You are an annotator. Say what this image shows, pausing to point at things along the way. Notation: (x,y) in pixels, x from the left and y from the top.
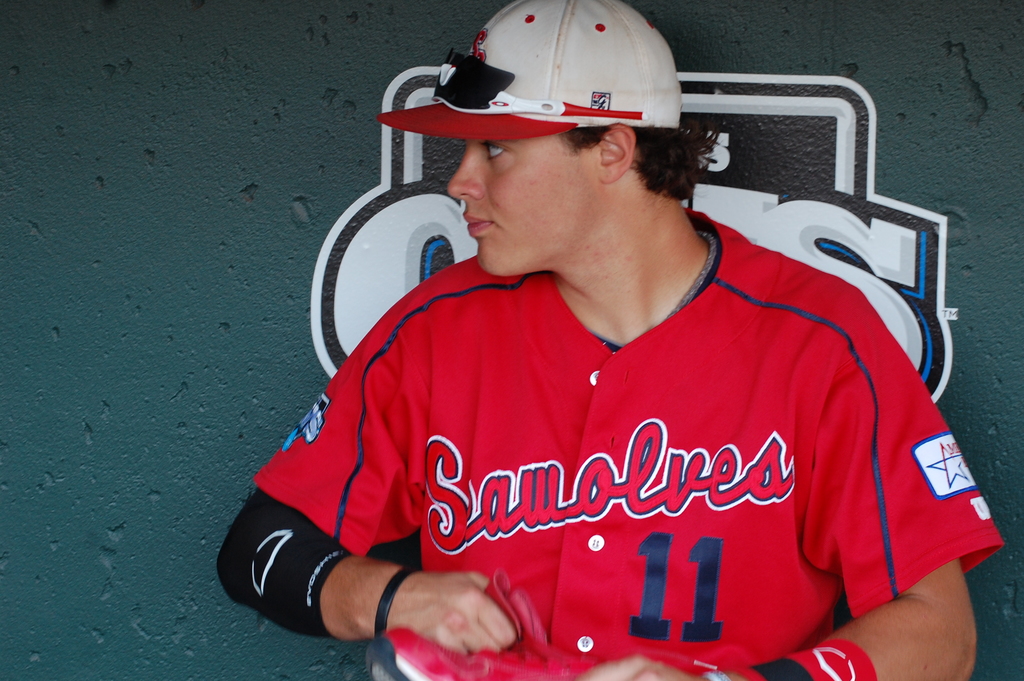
In this image we can see a man (548,178) with cap (507,48).
